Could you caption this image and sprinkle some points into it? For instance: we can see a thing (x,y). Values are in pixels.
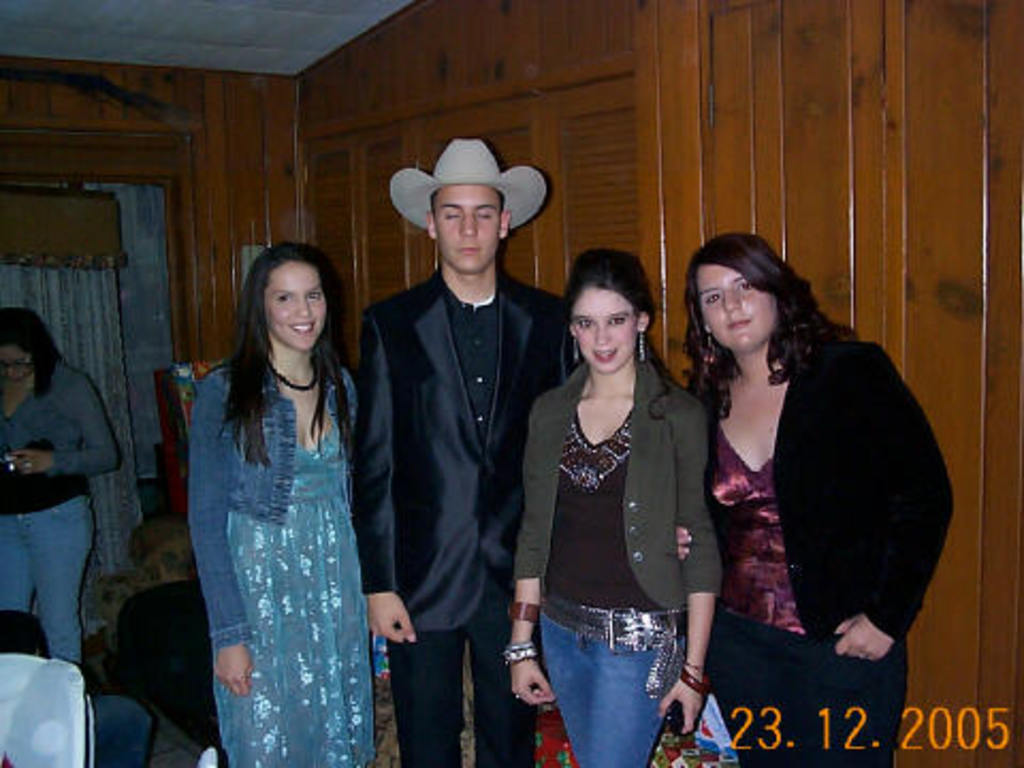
In the image we can see four women (227,457) and a man (442,468) is standing, they are wearing clothes (436,481) and three of them are smiling. The man (460,481) is wearing a hat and two women (747,385) are wearing earrings (642,358). Here we can see wooden wall (843,157) and the curtains (121,299). On the bottom right (920,718) we can see watermark (913,734).
